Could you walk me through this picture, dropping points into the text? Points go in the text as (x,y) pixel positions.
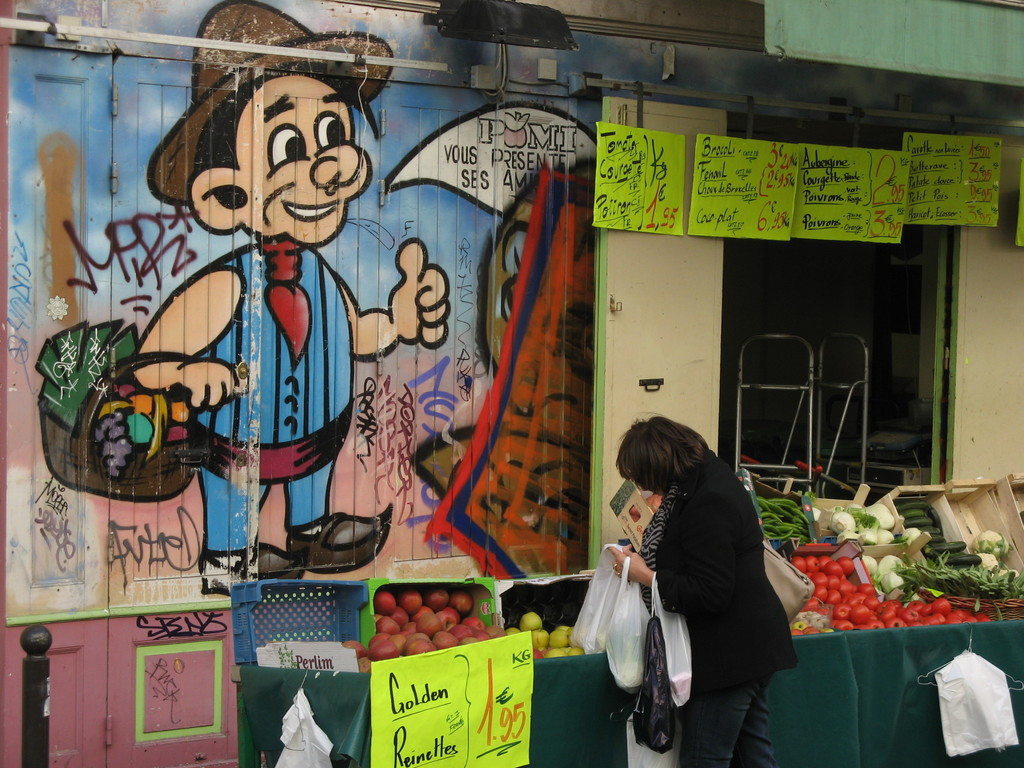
At the bottom (768,593) there is a person (715,570) wearing a jacket (722,596), holding few cover bags (633,621) in the hands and standing facing towards the back side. In front of this person (672,552) there is a table (858,576) on which tomatoes (839,596), cauliflower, apples (435,627) and some other vegetables (797,527) and fruits (415,599) are placed in the baskets (562,598). Beside her there is a board (446,726) on which I can see some text (486,715). On the left side (267,386) there is a wooden plank (485,344) on which I can see some paintings (165,313) and text (494,147). At the top of the image (787,156) there are few boards (761,152) on which I can see the text (880,205). In the background (806,454) there is a metal object (741,397) placed on the floor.
